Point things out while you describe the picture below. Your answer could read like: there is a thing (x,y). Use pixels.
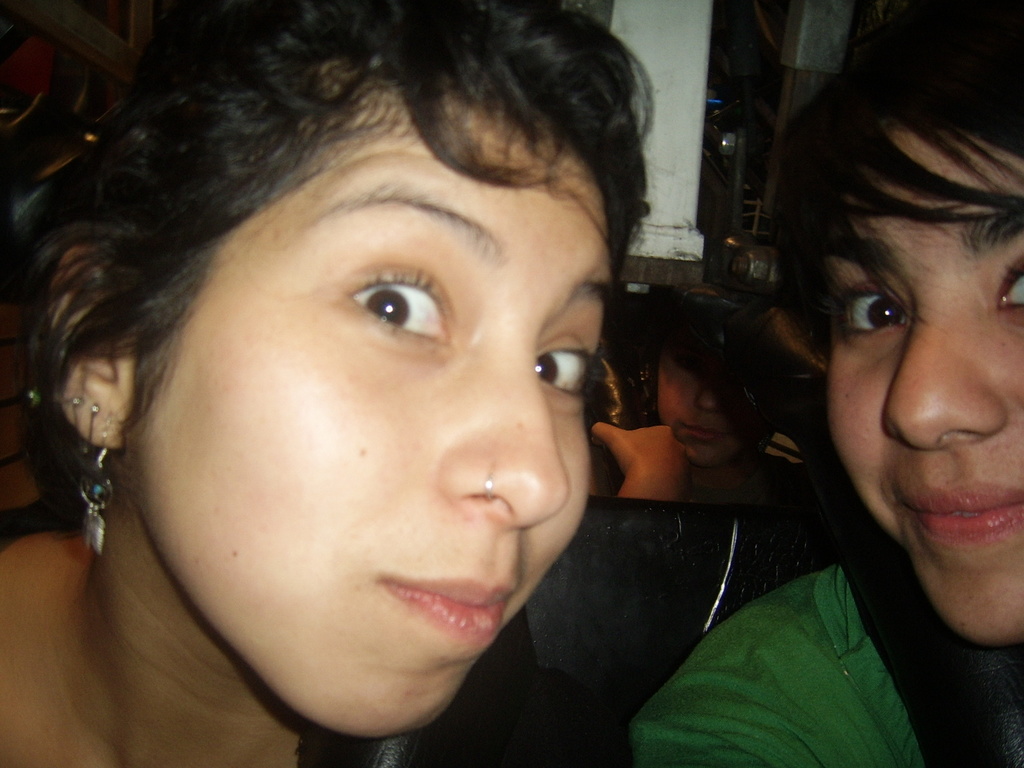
In this image, we can see people (385,531) and in the background (669,77), there is a wall (687,53) and we can see some objects (822,11).
